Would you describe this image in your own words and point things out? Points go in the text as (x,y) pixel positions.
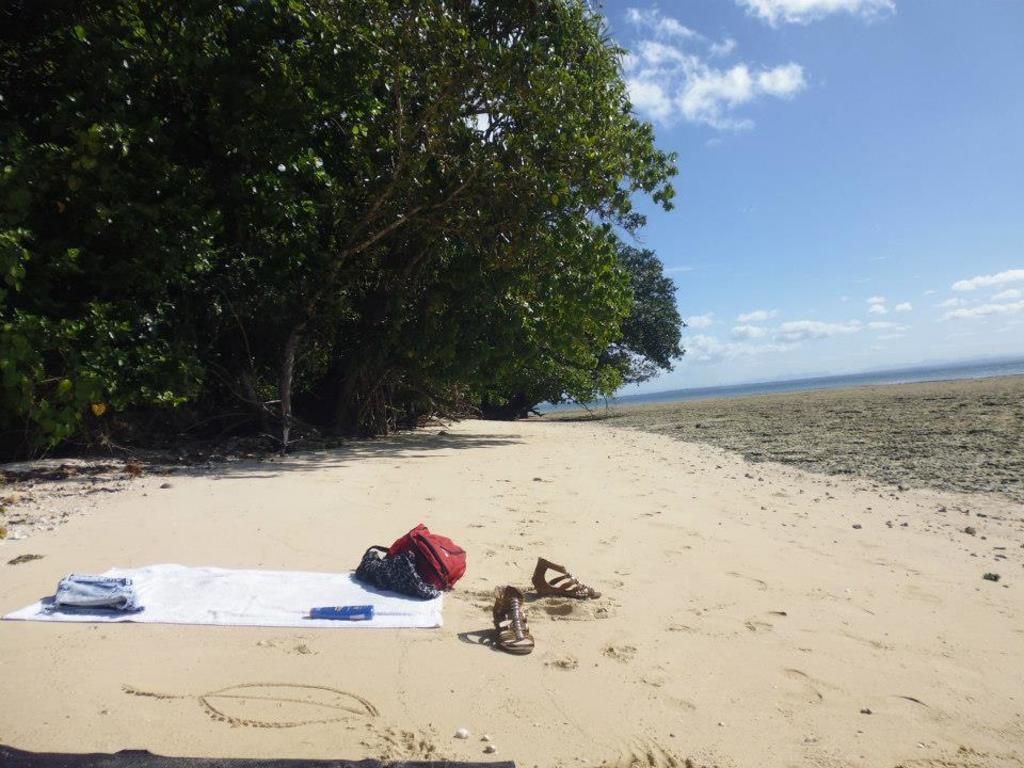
In this image, I can see a mat (311,603), bag (461,560), bottle (354,617), clothes (108,586) and a pair of sandals (499,619) on the sand (522,506). These are the trees (329,213) with branches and leaves (429,253). I can see the clouds (698,95) in the sky (752,282).
